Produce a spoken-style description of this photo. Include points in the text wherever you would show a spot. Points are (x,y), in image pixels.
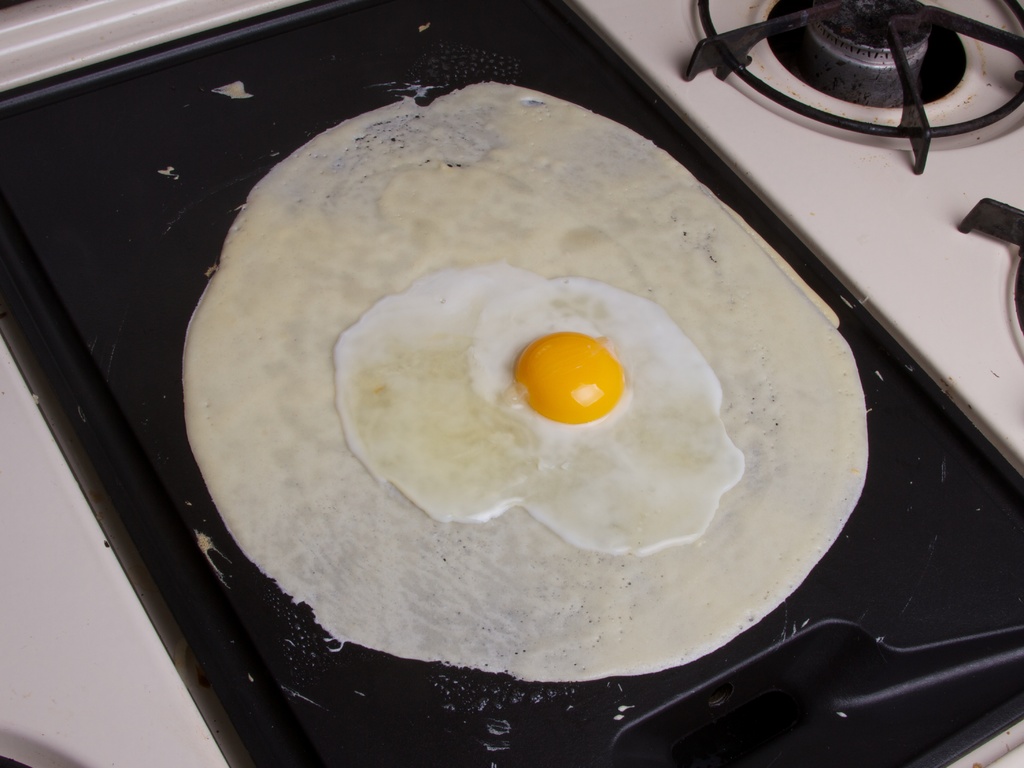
In this image, we can see a food item (295,344) on the surface (149,271) and we can see a gas stove (923,168).
